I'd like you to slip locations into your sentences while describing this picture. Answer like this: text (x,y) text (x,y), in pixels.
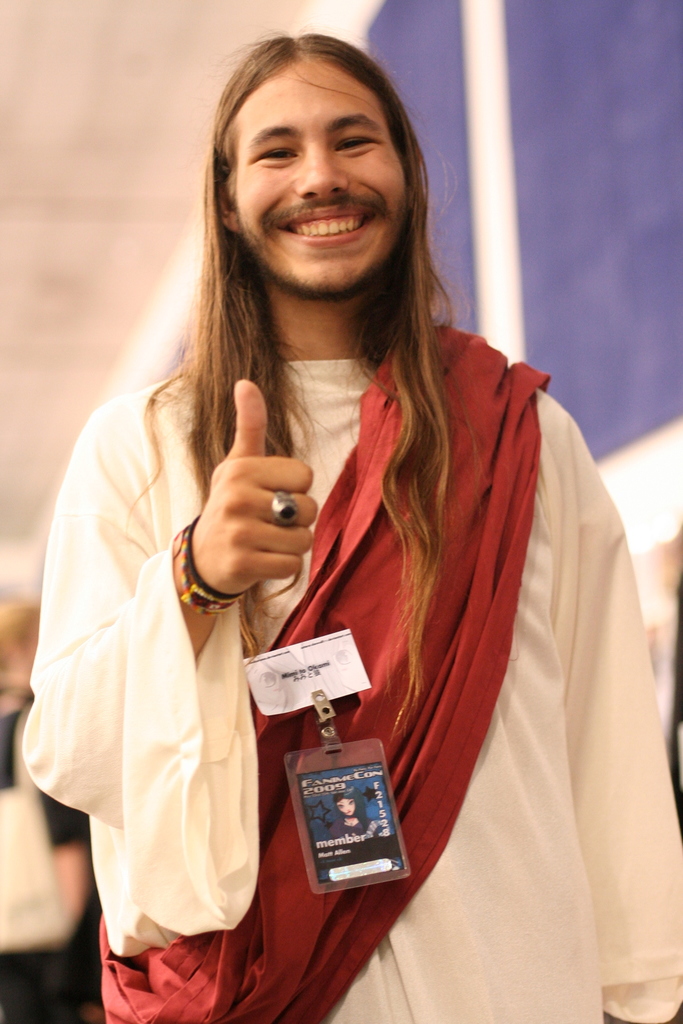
In front of the image there is a person (327,320) wearing a smile on his face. Behind him there is another person (27,962). In the background of the image (637,298) there is a wall (607,313).
